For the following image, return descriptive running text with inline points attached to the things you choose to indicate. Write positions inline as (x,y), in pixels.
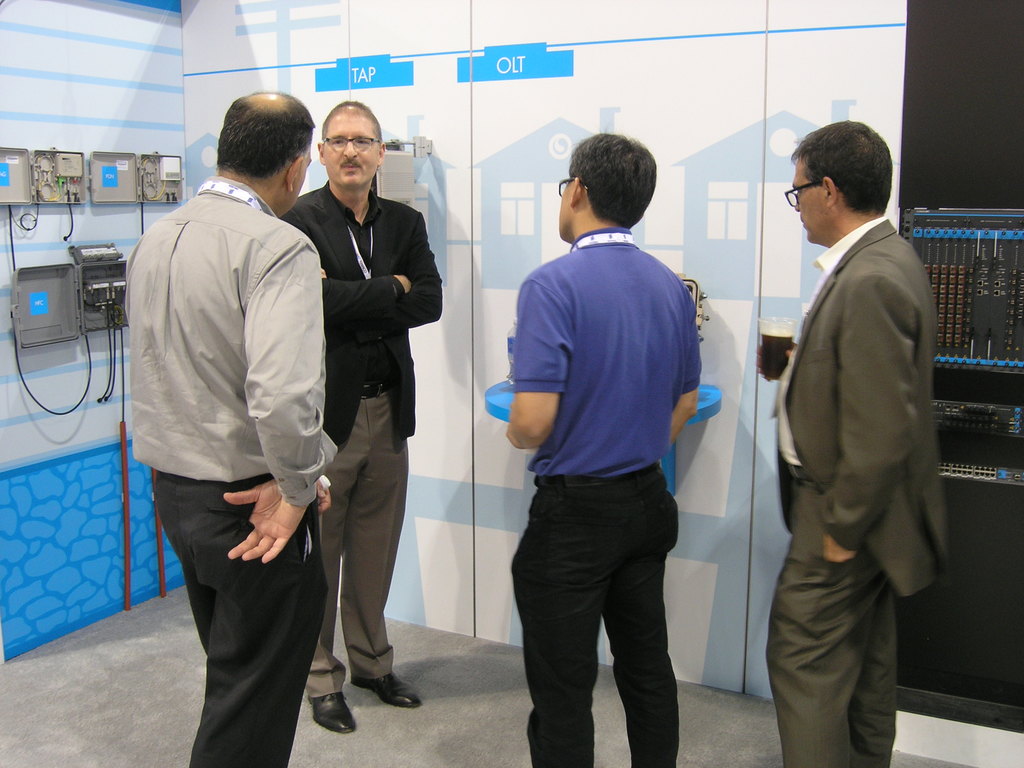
In this picture there are four men (378,265) standing and discussing something in the room (116,69). Behind there is a white color banner poster (215,56) and straight there is a electrical instruments (20,191) fixed on the wall (88,221).
